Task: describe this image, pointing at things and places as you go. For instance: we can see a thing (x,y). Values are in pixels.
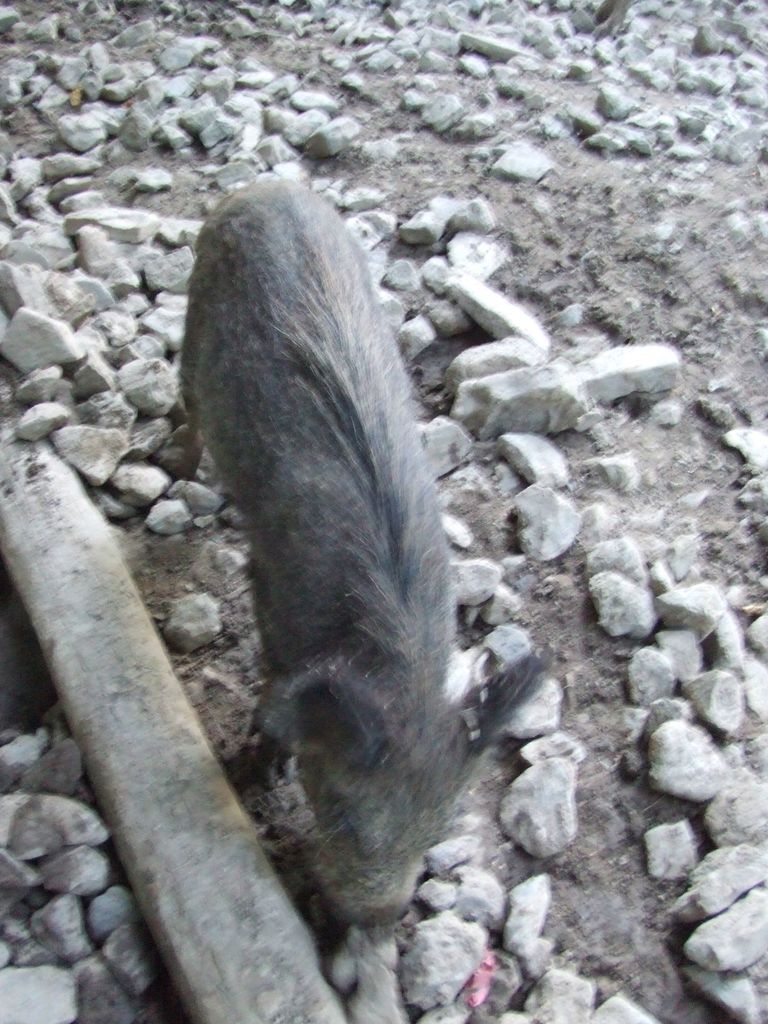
In this image we can see an animal (429,740) and few stones (533,969) on the ground (607,229).
